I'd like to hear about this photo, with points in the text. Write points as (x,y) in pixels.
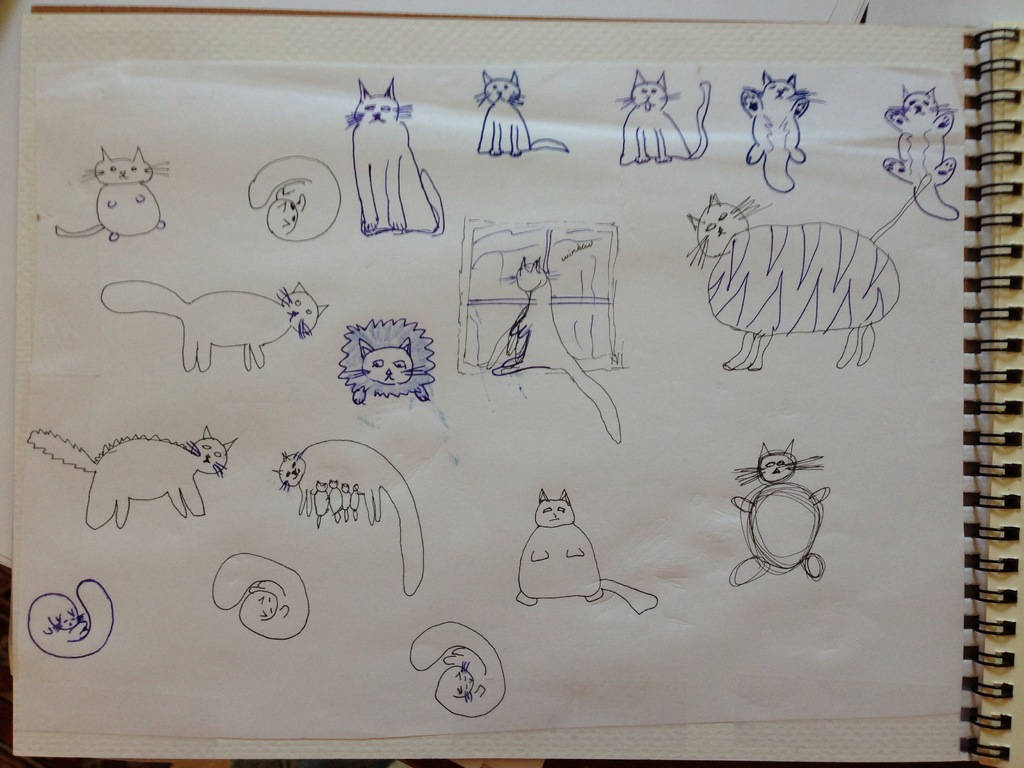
In this image I can see a paper (663,64) of a scribbling pad (1004,219) on which various cat images (755,312) are drawn by a pen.
